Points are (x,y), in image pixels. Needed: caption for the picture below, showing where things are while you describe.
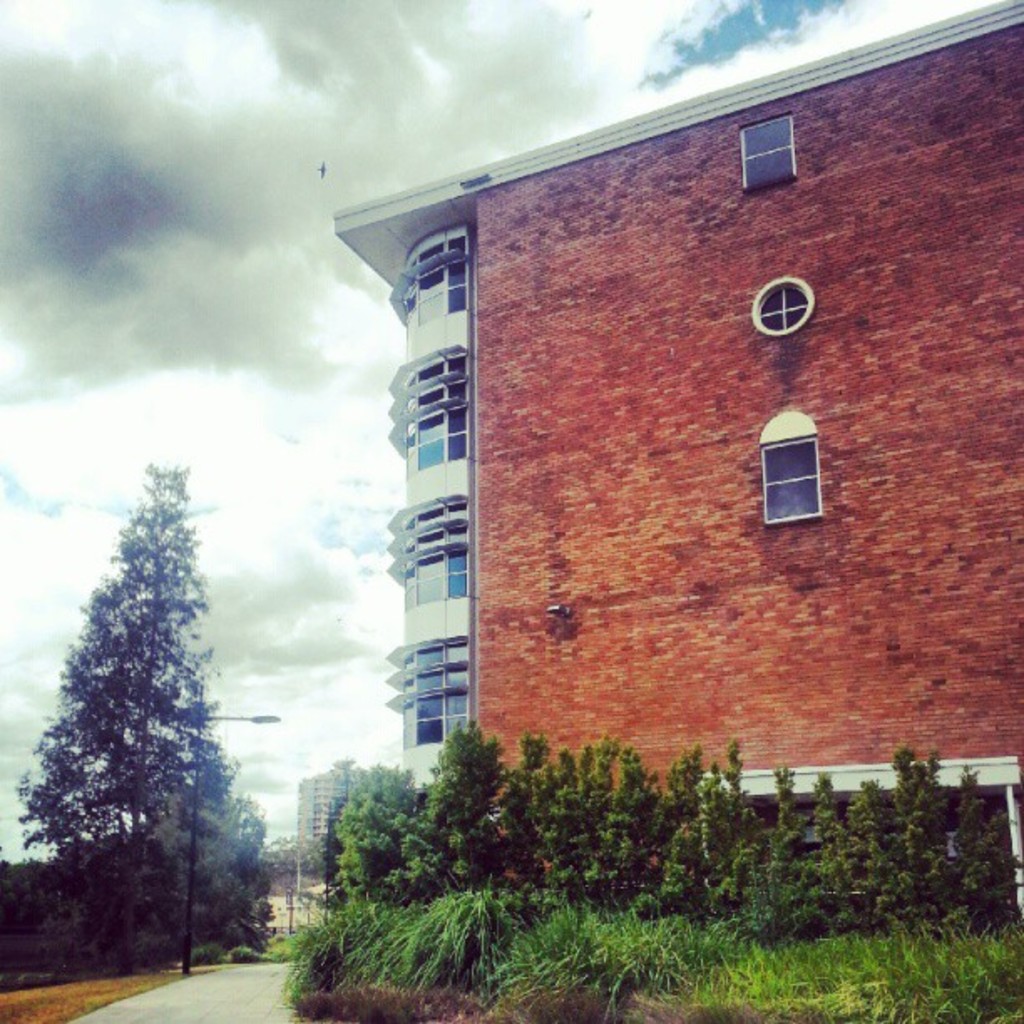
In this picture I can see there is a building (782,473) here and it has few glass windows (782,505) and there are plants (458,949) and trees (242,810) here and the sky (174,158) is cloudy.
